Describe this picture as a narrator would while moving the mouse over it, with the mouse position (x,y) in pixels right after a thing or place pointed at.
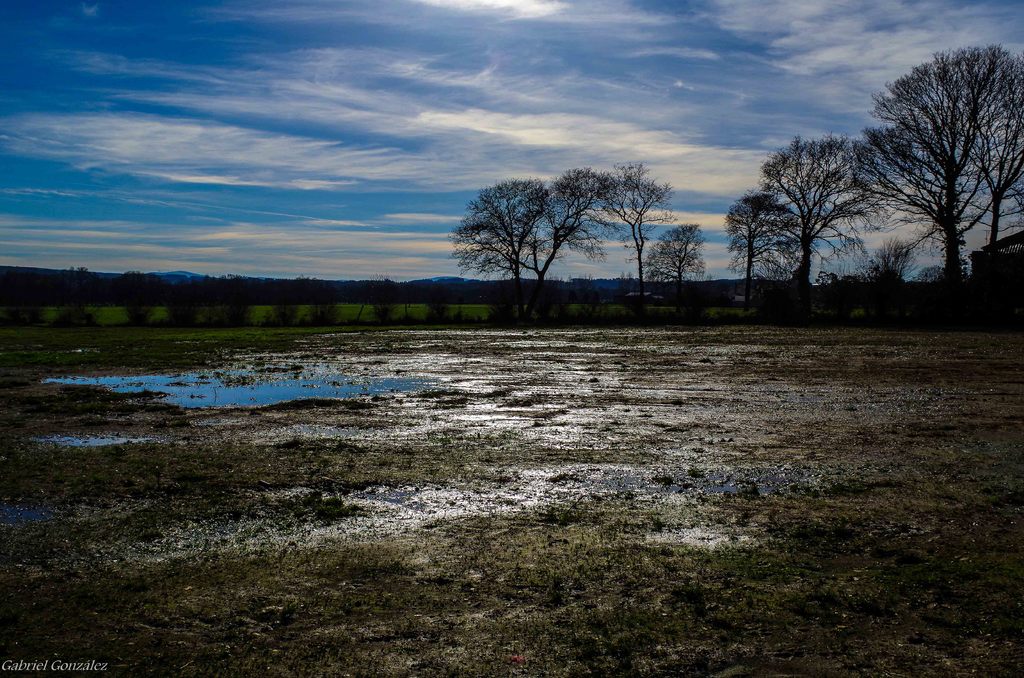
This is an image of the wet land (665,440) which is covered with so many trees (1008,187) and sky (607,243) on the top (92,223).
